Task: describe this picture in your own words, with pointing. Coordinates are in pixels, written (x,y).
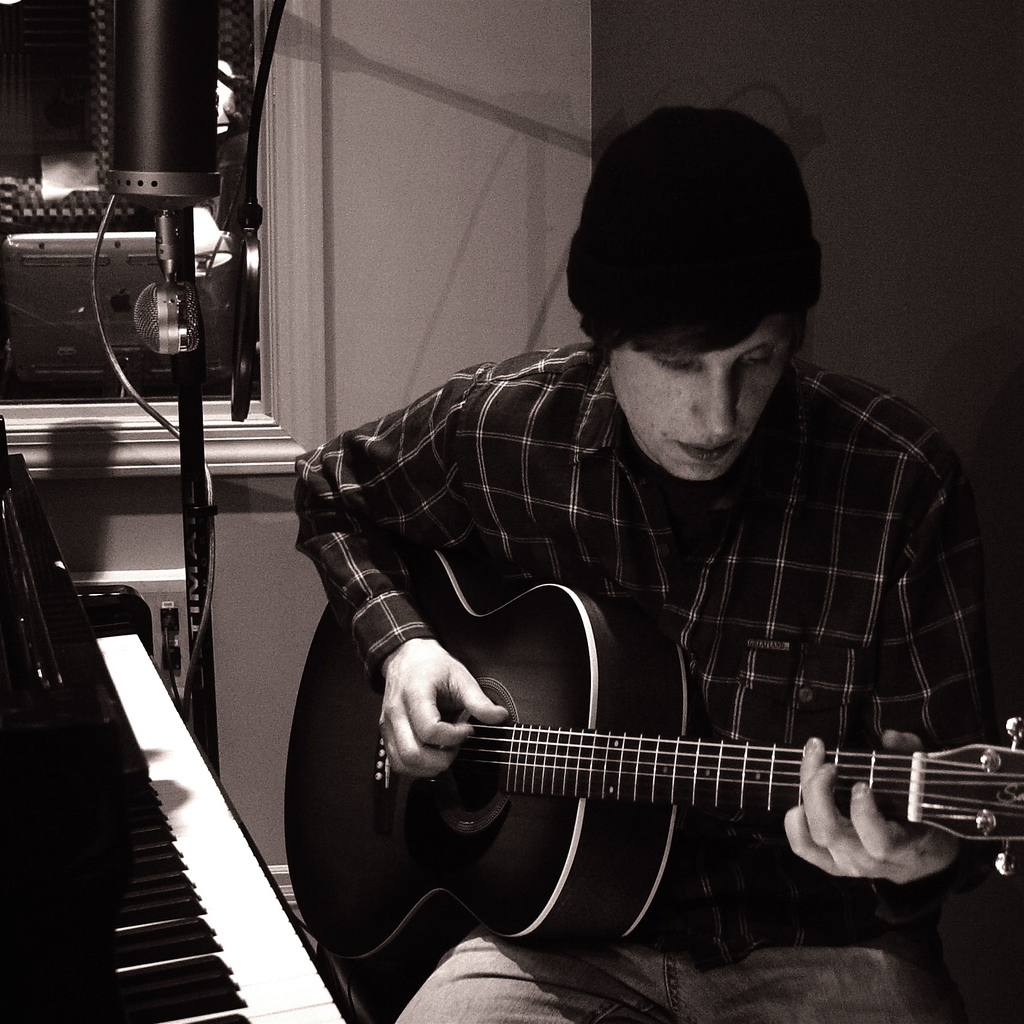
In this image I can see a person (529,523) holding the guitar (481,775). To the left (140,711) there is a piano (144,825). In the background (152,258) there is a window (240,15).
